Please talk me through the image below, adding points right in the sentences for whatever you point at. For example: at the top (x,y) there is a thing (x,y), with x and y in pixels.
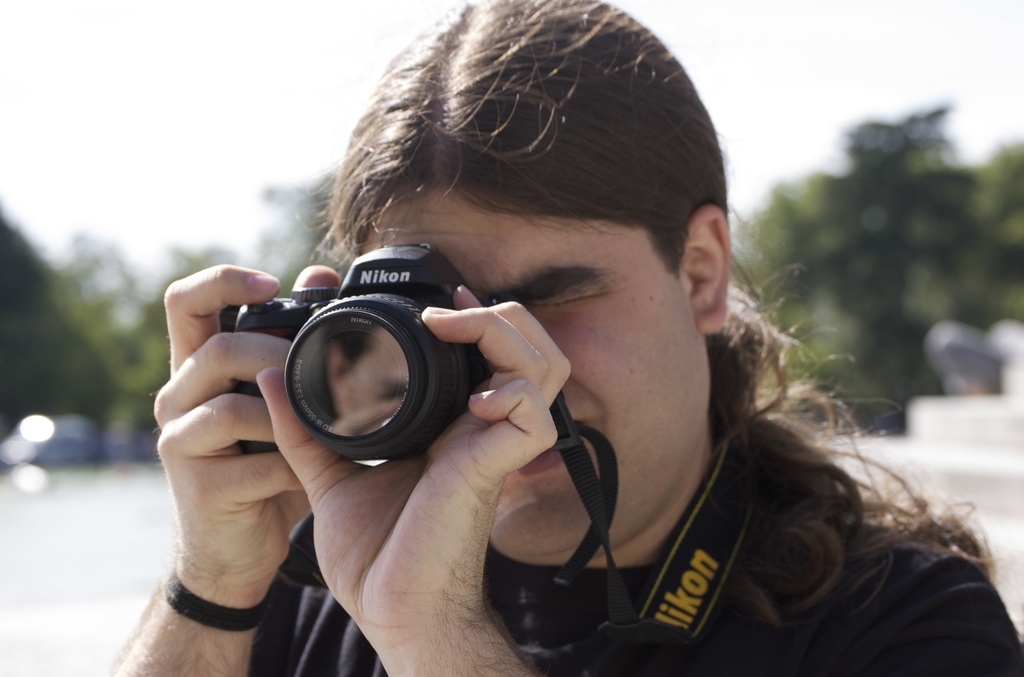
The picture is taken outdoor where one person (564,471) is standing in black dress (943,634) and clicking pictures with camera (359,443) in his hands (342,477) and behind him there are trees (71,305) and vehicle (59,429) on the road (107,573).
